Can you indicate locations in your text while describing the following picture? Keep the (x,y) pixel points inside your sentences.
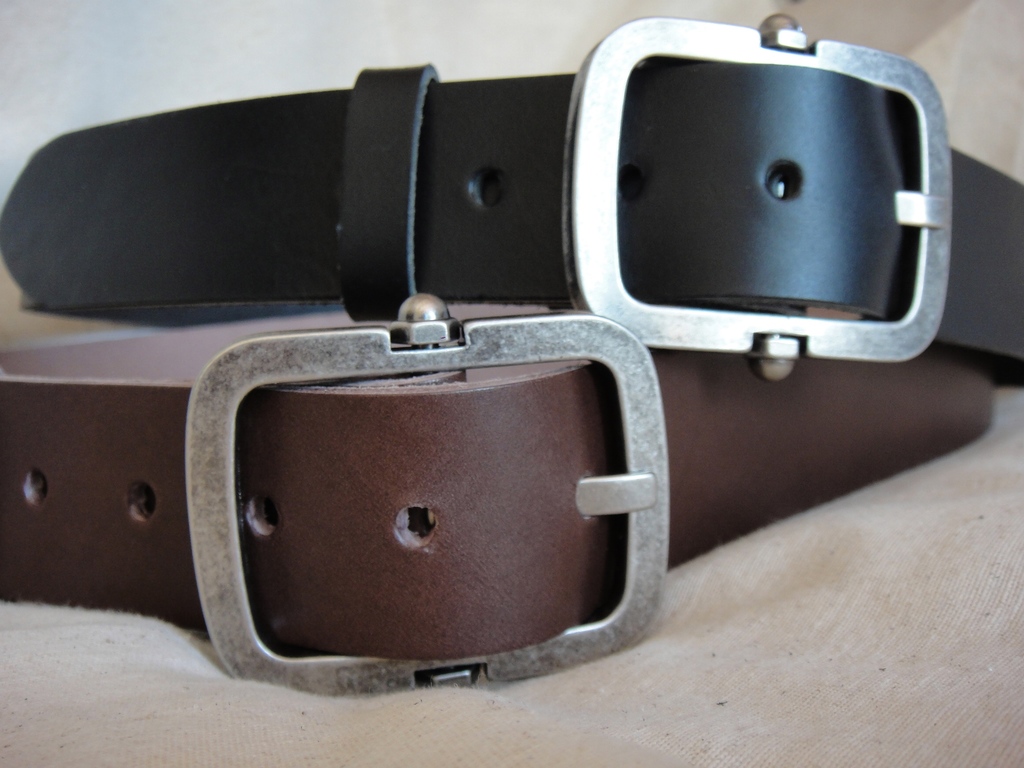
In this picture we can see a brown and black color belts (486,327) on a platform (950,575).
